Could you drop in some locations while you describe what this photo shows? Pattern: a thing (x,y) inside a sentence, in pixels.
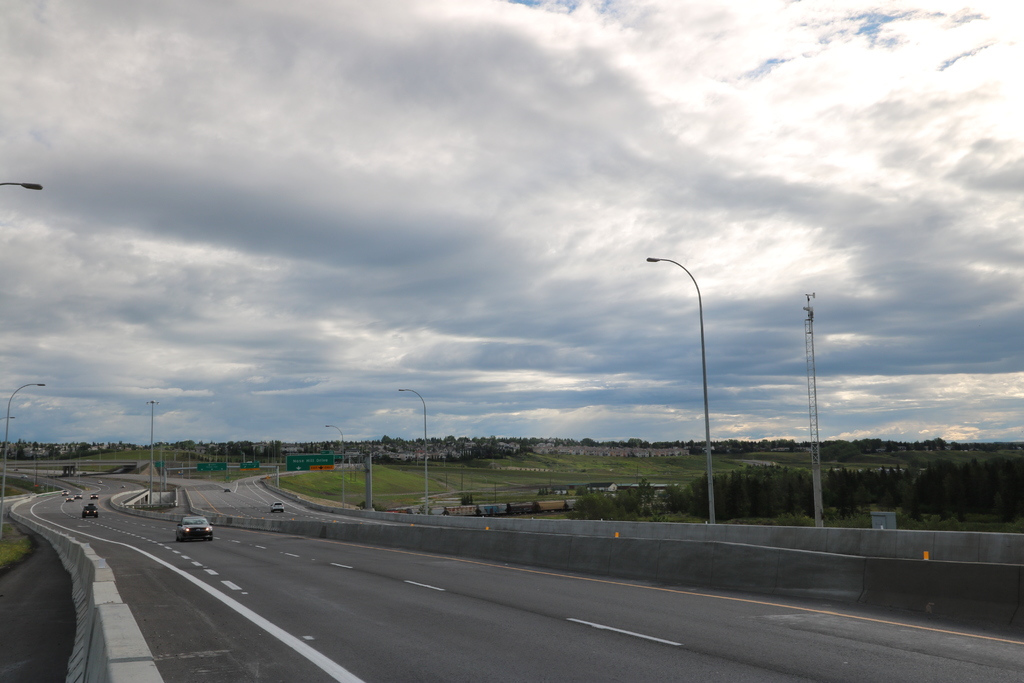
There are roads (174,550). On the road (219,528) there are many vehicles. On the sides of the road (128,495) there are street light poles (148,404). In the background (793,479) there are trees (413,442) and sky (562,201) with clouds (562,141).
